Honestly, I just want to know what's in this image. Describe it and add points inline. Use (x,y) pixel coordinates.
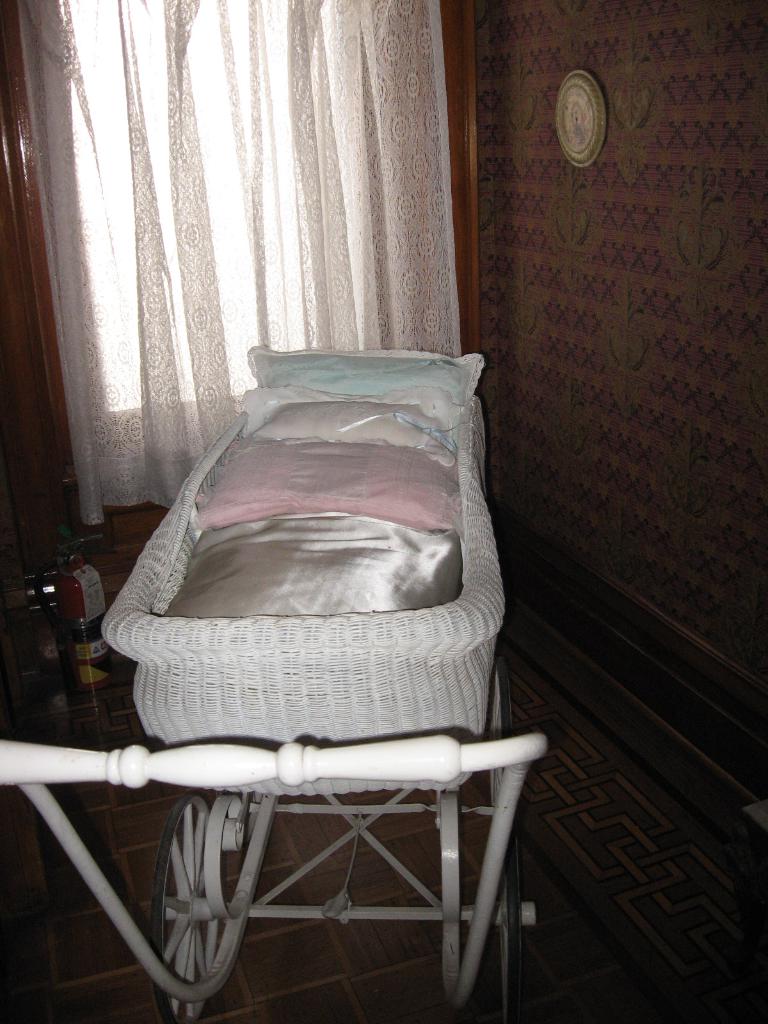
In this image I can see a trolley (163,598) in the front (300,395) and in it I can see few cushions (328,547). In the background (124,299) I can see a white colour curtain (284,205) and on the right side of this image (571,85) I can see a round thing (571,101) on the wall (716,237). I can also see a fire extinguisher (66,603) on the left side (86,664).
